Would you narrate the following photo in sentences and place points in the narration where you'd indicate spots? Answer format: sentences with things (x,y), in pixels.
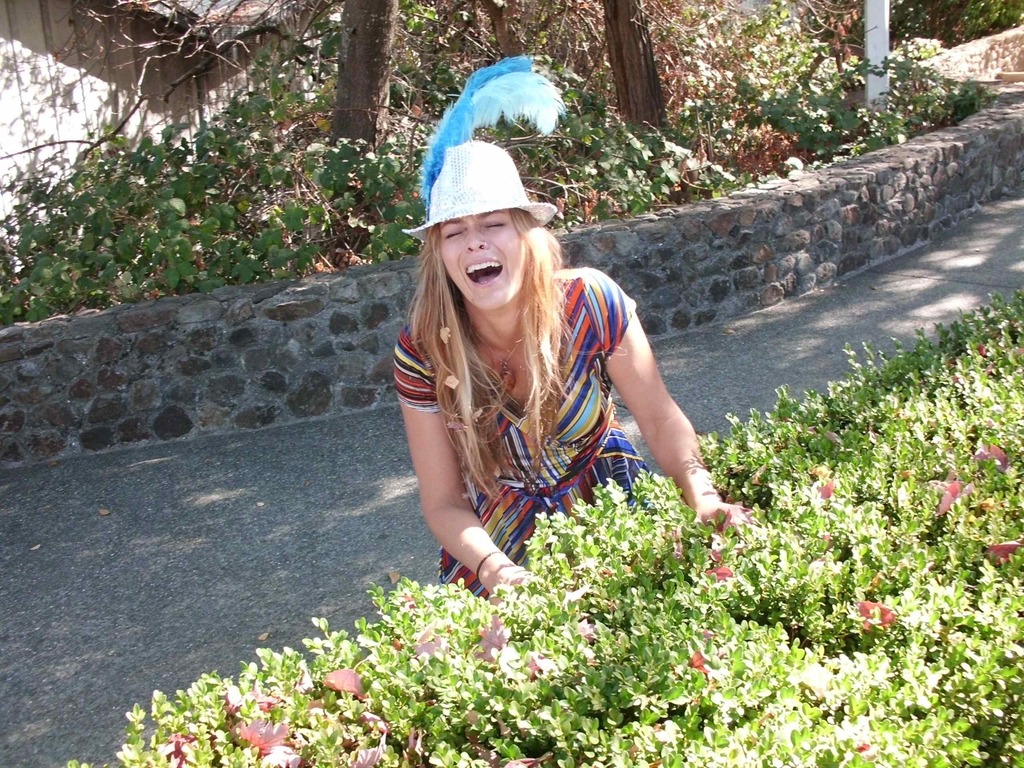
At the bottom of the image (727,653) there are plants (503,617). Behind them there is a lady (485,253) with a hat (504,194) on her head (477,226). Behind her there is a stone wall (706,244). Behind the wall (115,372) there are plants (344,164) and trees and also there is a wall (76,76) and a roof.
